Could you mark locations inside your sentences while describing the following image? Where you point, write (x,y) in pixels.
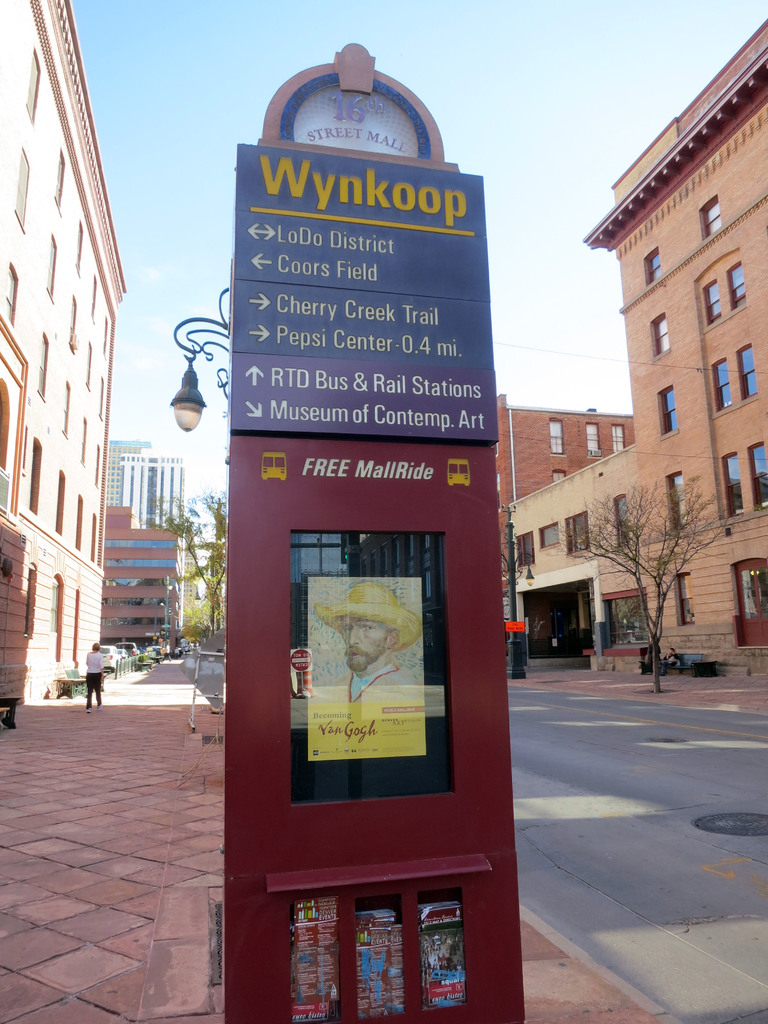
In the middle (329,356) it is a board (253,226), there are buildings (68,365) on either side of this road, in the right side (608,532) it is a tree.
